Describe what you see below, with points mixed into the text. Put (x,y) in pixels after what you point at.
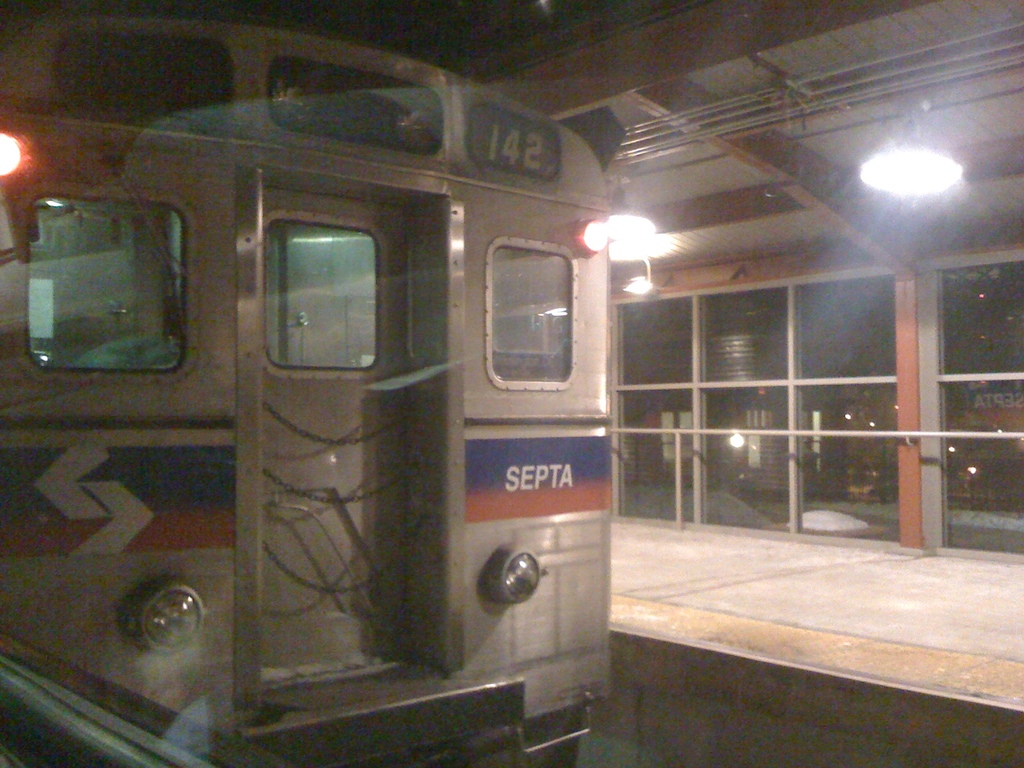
In this picture we can see headlights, glass windows (554,263) and door (320,387). We can see platform (687,589), lights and glass (1010,487), through the glass (845,439) we can see lights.
